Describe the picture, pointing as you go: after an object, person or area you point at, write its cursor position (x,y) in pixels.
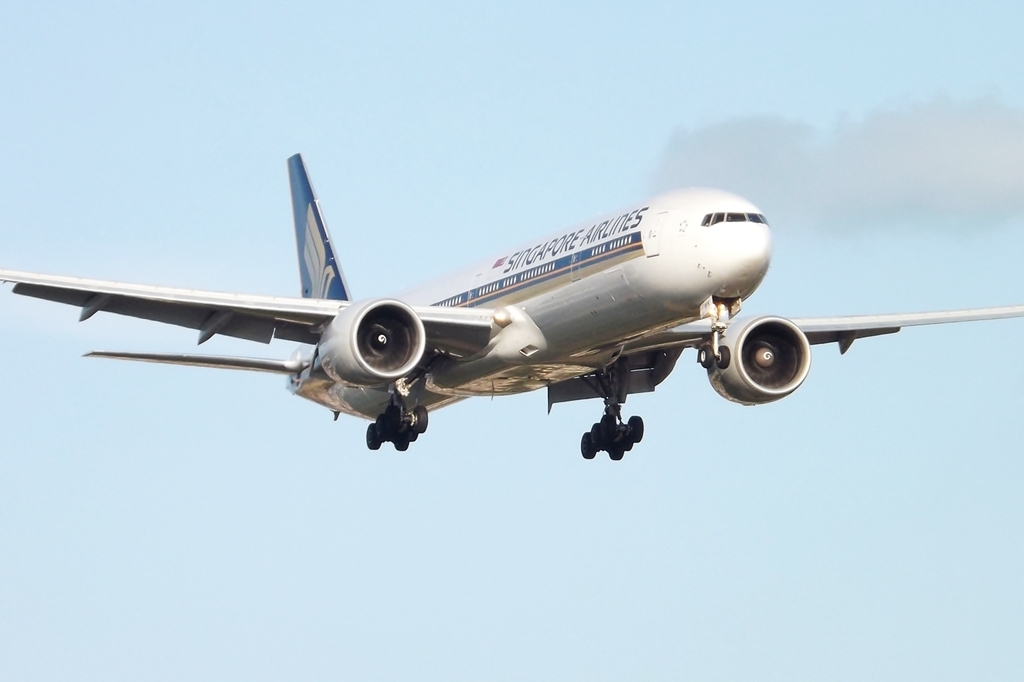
In this image there is an airplane (230,318) in the sky (335,517).
